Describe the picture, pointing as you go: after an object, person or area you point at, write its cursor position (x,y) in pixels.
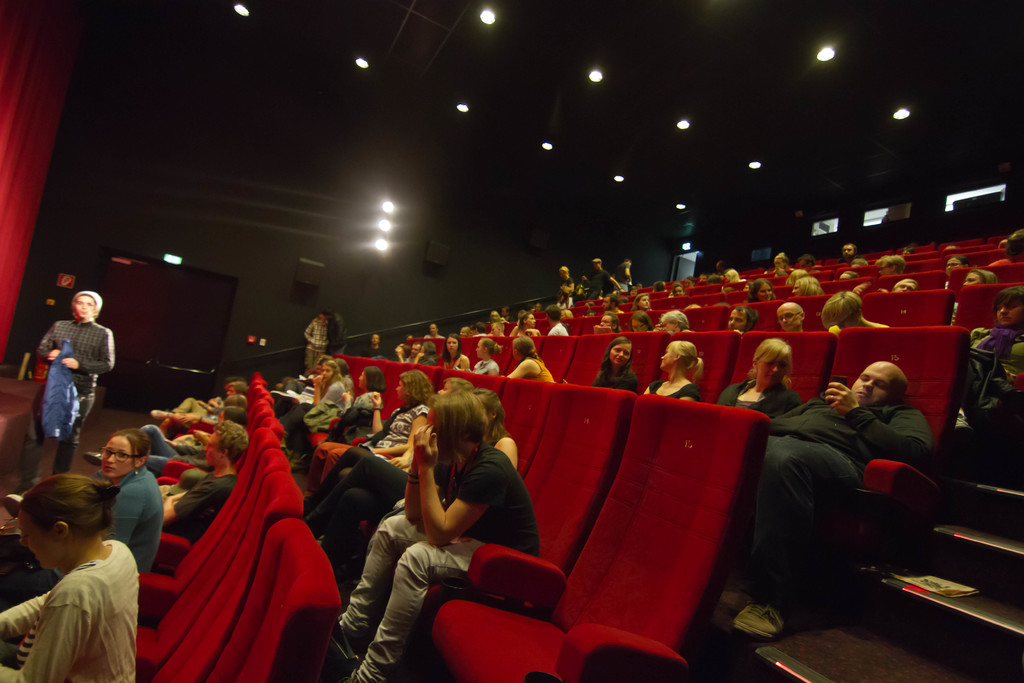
In this image in front (469,499) there are people (470,443) sitting on the chairs (711,425). In front of them there is a red curtain (54,19). On top of the roof (320,70) there are lights (591,77). On the backside (168,325) there is a door (167,304).
